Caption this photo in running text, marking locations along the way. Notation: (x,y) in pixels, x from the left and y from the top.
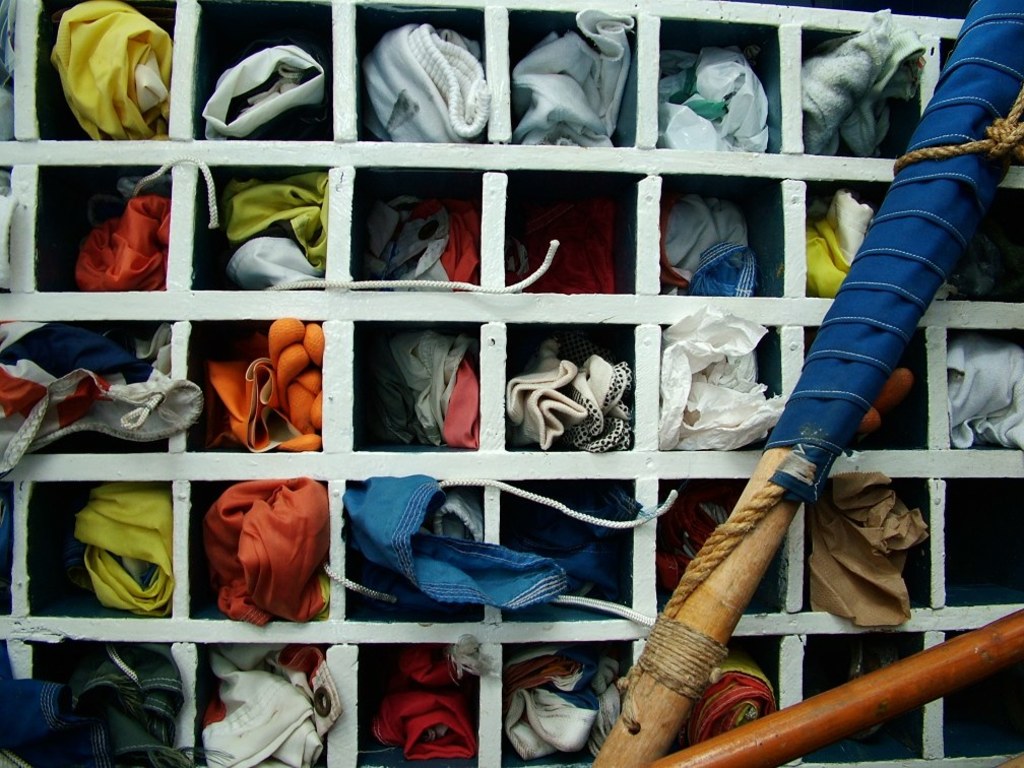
In the picture we can see some racks (978,739) with some sport wear clothes (105,698) and gloves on it and near the racks (931,736), we can see a stick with a blue colored cloth (785,477) rolled to it with a rope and some other stick (786,716).
